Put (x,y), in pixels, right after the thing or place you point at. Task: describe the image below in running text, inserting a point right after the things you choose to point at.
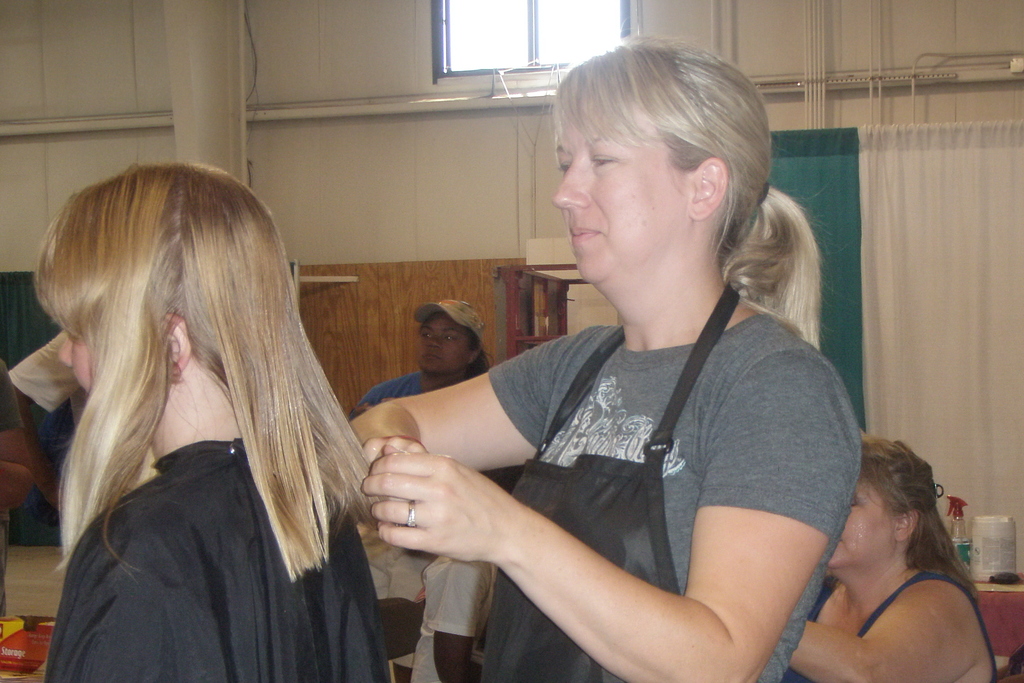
In the background (592,9) we can see the window (576,12), wall (678,17) and curtains (964,190). In this picture we can the people (209,208). We can see a woman (427,445) and it seems she is dressing the hair (312,345) of a girl (197,211). On the right side of the picture (1001,537) we can see objects (987,538) and spray bottle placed on a platform (1009,632).
